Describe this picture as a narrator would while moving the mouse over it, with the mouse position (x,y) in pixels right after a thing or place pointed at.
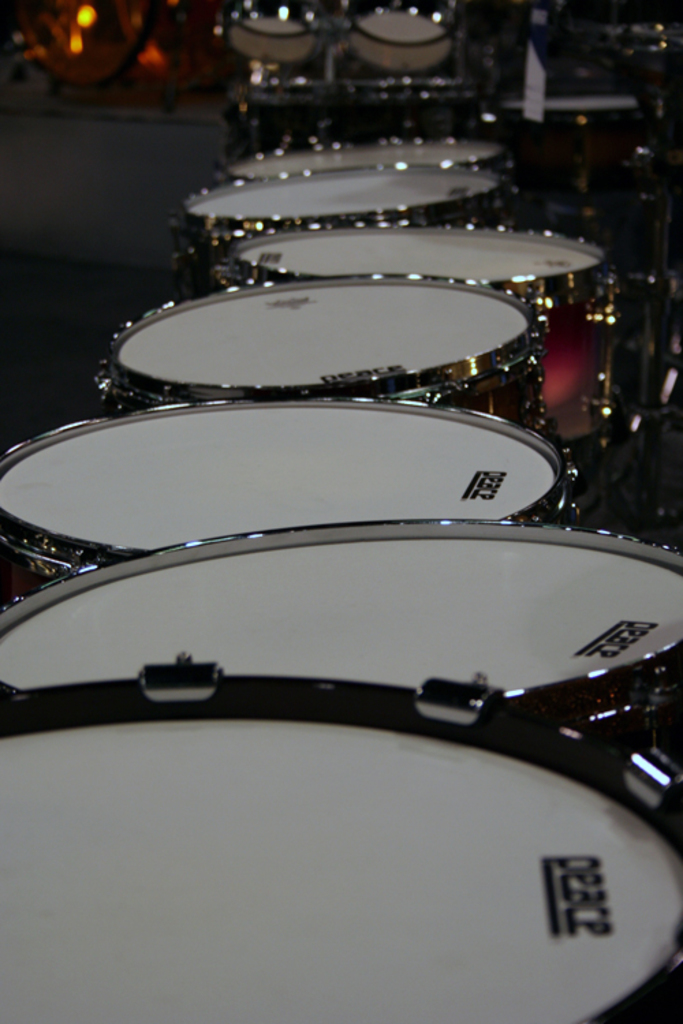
In this image I can see many drums (471,483) which are placed on the floor (25,274).
